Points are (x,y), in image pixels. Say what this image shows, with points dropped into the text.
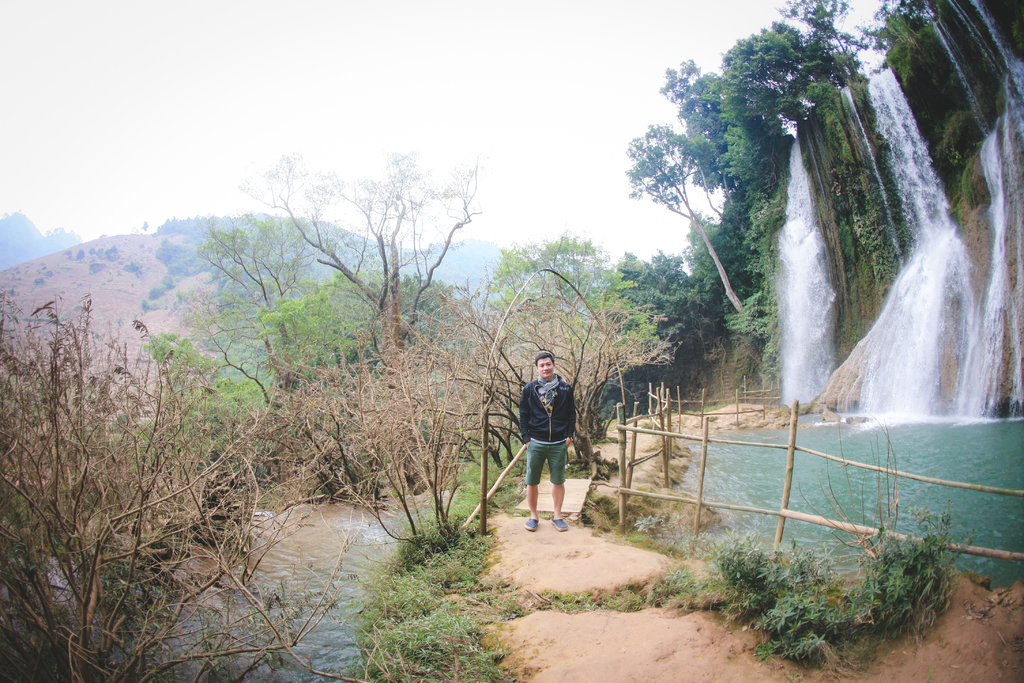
There is a person (555,415) in black color coat (549,423), standing on the ground (540,551), near a wooden fencing (644,457). On the left side (296,564), there is a lake (310,572). On both sides of this lake (376,538), there are trees (126,645) and plants (232,549). On the right side (939,209), there is waterfall (968,392) and water pond (808,439), which is near a path (608,434). In the background (761,128), there are trees (234,304), mountains (203,269) and there is sky (188,86).
